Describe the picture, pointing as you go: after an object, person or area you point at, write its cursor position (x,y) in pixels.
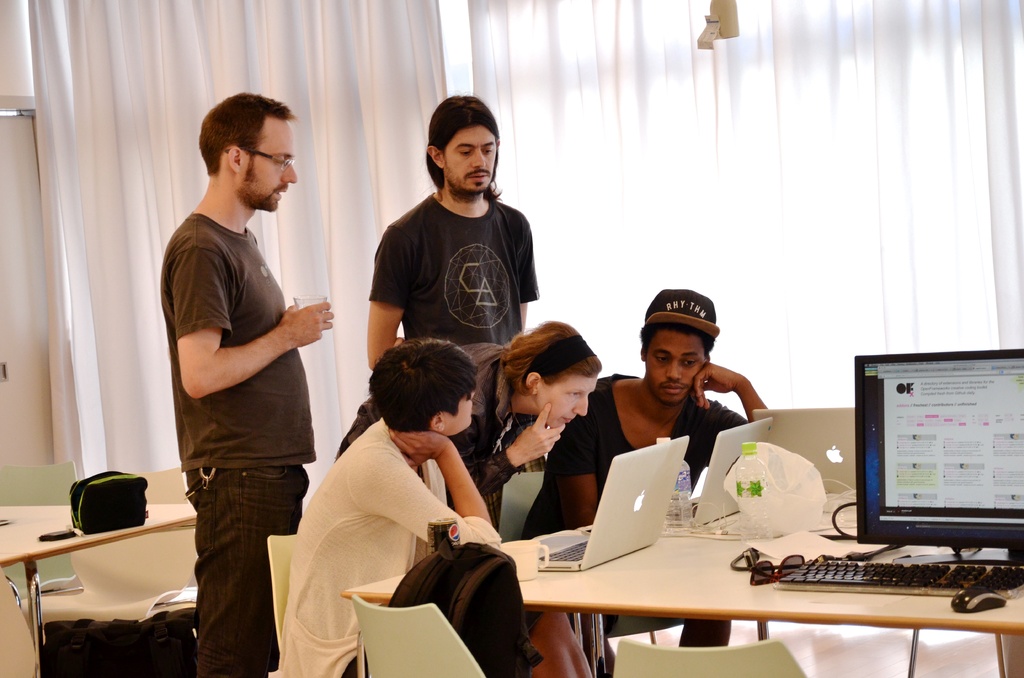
This picture describes about group of people (390,485), few (700,300) are seated on the chair (511,497) and few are standing, in front of them we can find laptops (633,470), couple of bottles (684,484), plastic cover (774,486), monitor (884,480), keyboard (1011,583), mouse (984,608) and spectacles (788,567) on the table (688,533), and also we can find a tin (433,543) and a bag (470,568) besides to the seated person (409,567), in the background (74,194) we can see curtains (407,86) and a light (714,35).
